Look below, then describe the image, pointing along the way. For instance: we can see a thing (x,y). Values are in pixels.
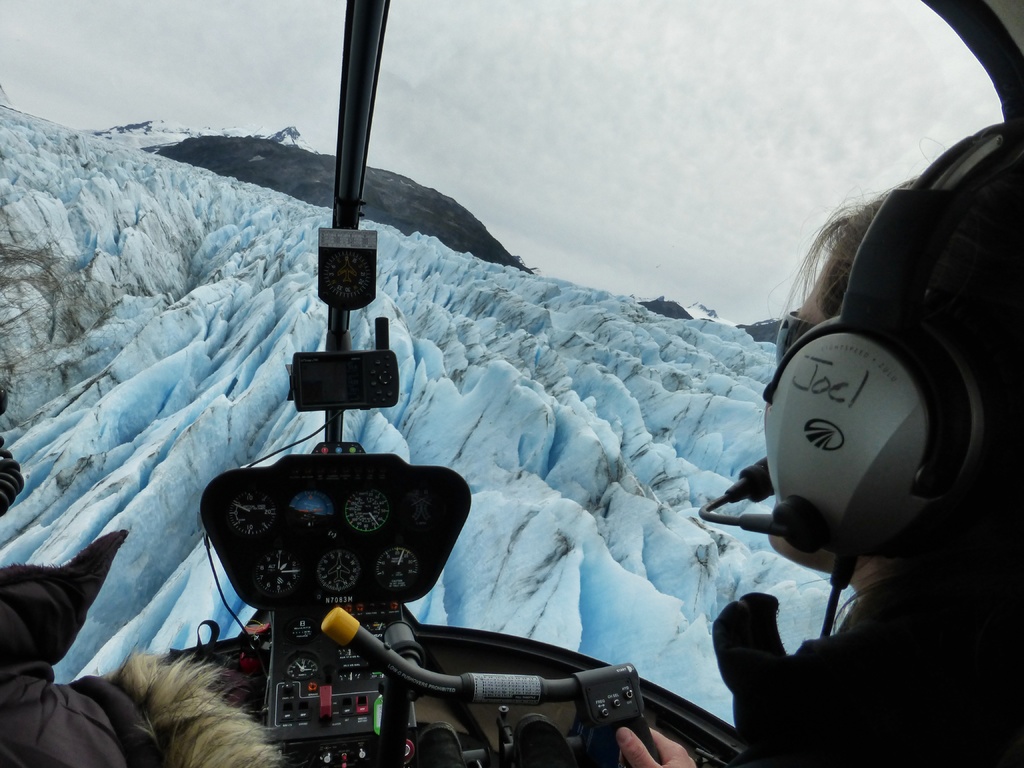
Here we can see the inside view of a helicopter (266,667). This is a mountain (263,397) and there is a person (992,659). In the background (491,2) there is sky (747,157).
